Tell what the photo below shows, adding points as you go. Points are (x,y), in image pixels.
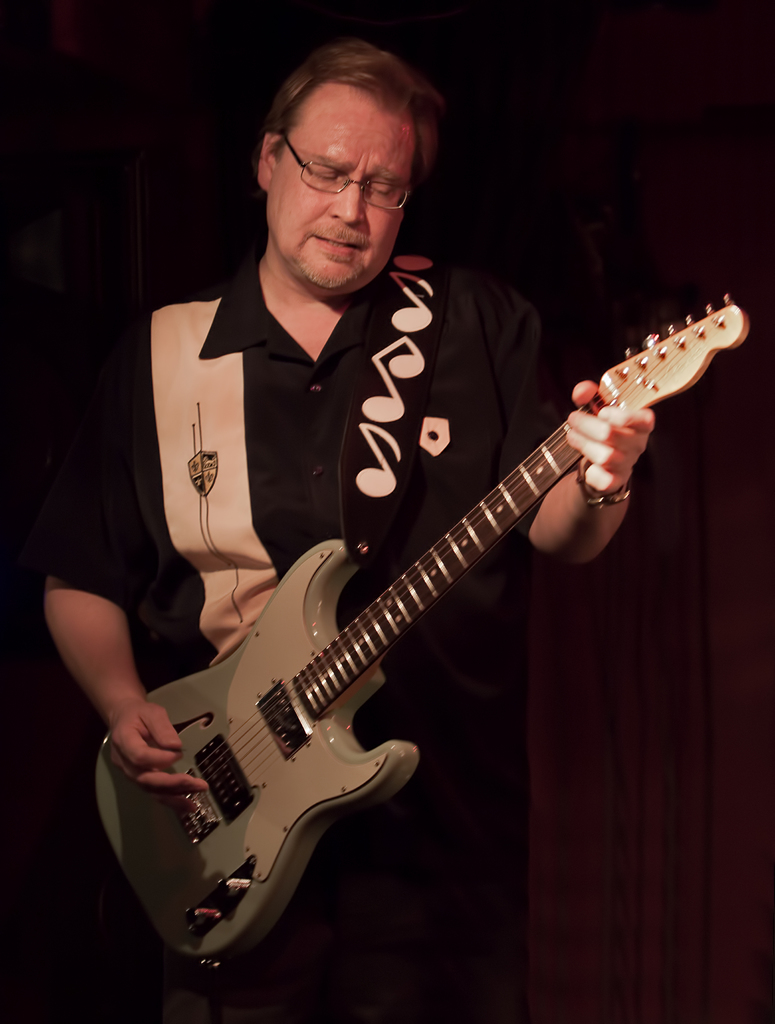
In this image, a person (336,99) is standing and playing a guitar (320,648). The background (198,147) is dark orange in color. This image is taken during night time.
